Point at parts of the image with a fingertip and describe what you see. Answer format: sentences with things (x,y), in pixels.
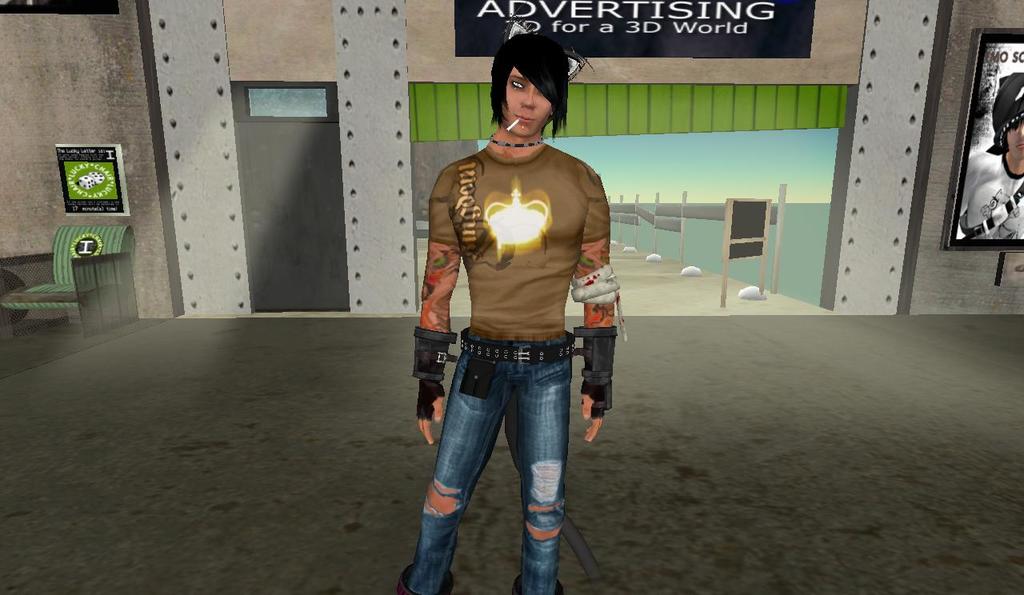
In this image I can see an animated image of a man (564,221). Here I can see a door (298,225), a wall (903,165) which has photo (982,113) and other objects (443,114) attached to it. Here I can see a chair (45,292).
